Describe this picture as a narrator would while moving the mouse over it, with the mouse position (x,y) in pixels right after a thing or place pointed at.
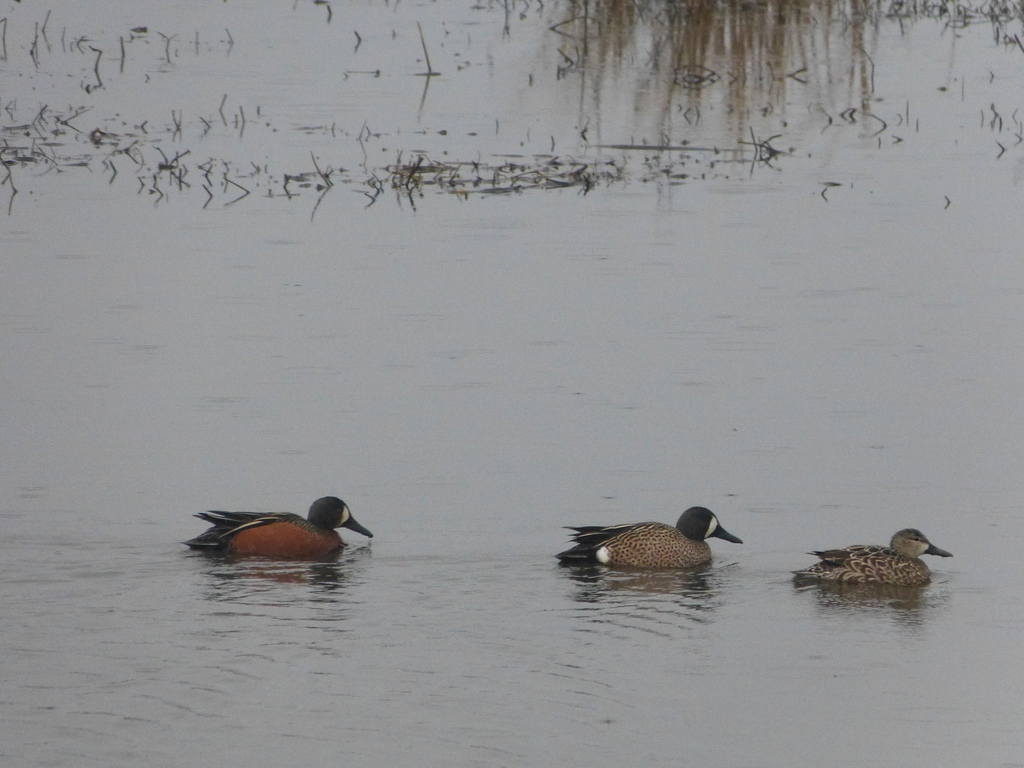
In this picture there are ducks (578,540) on the water (507,633). At the back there are plants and there's grass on the water (342,262).
